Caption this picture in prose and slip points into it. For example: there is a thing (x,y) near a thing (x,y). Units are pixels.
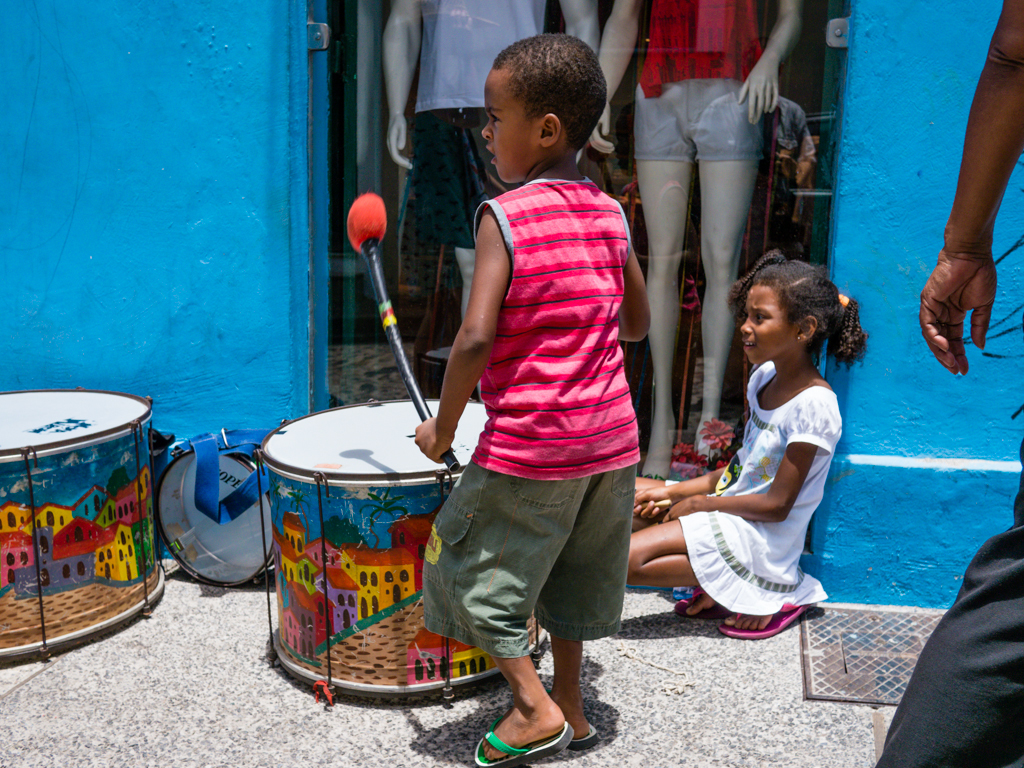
In this image I can see a boy (540,403) wearing pink color t-shirt (552,301), standing and also beating the drums (382,420). Beside this boy (597,445) there is a girl (762,476) sitting on the floor (919,620). On the right side of the image (972,635) I can see a person (991,571). In the background (323,94) there is a wall (92,195).
